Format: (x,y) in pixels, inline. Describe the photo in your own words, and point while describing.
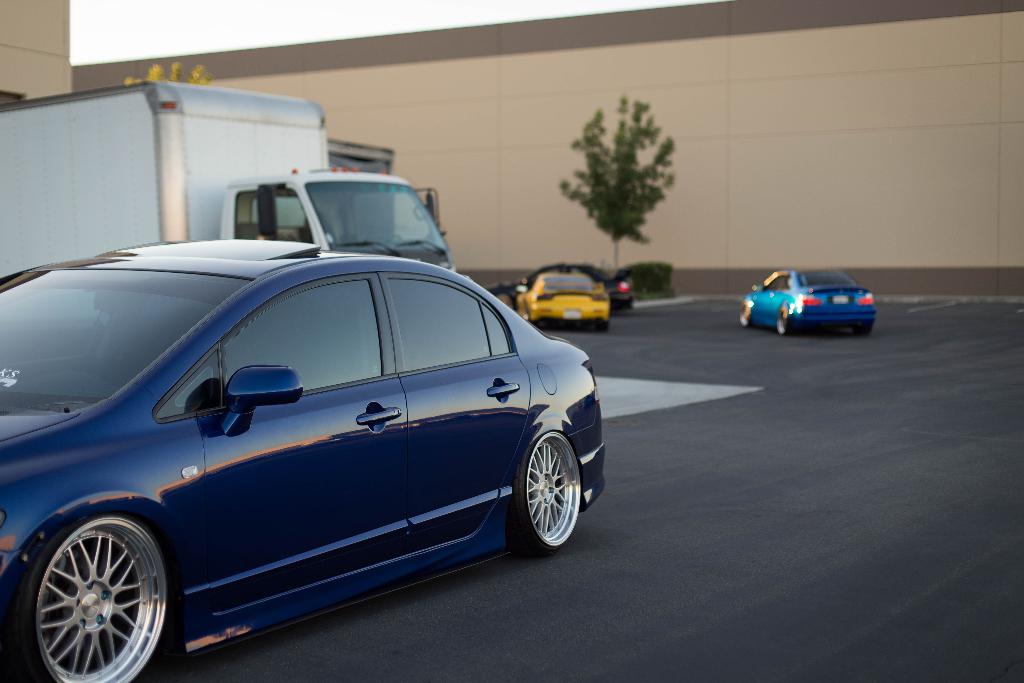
In this picture we can see cars (550,357) and a truck (329,247), at the bottom (740,515) there is road (837,559), in the background (709,93) we can see a wall (709,54), there are trees (588,132) in the middle (662,278), we can see the sky (276,36) at the top of the picture (216,32).
